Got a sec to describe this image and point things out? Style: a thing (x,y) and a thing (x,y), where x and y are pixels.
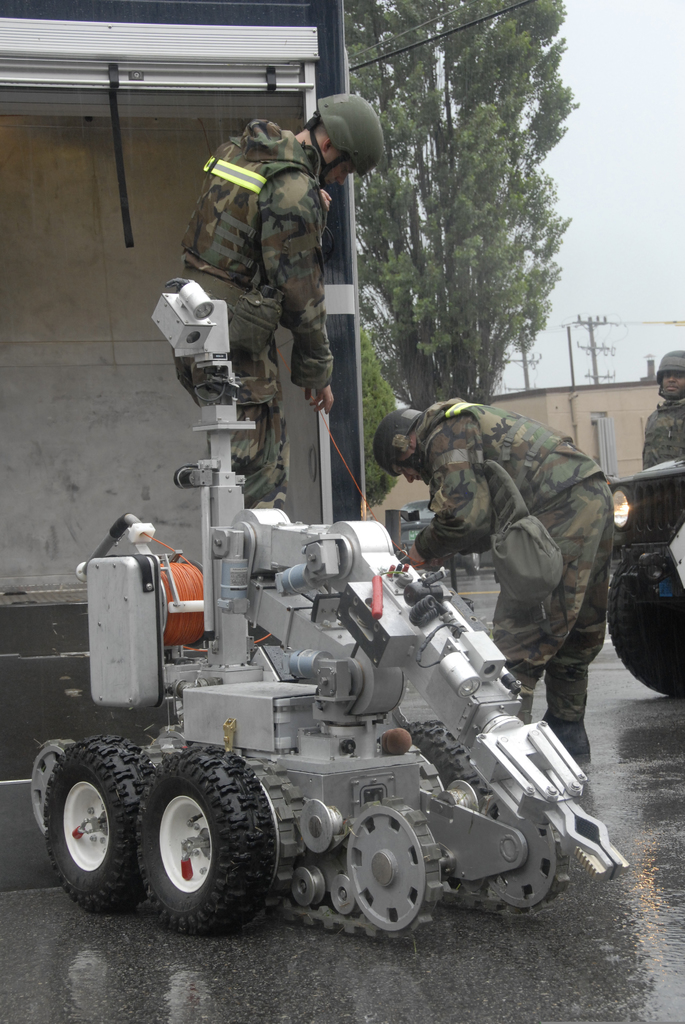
In the image we can see there are people (427,414) wearing army clothes (474,509) and helmets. Here we can see a metal object (298,726) with tires (160,798). We can see the road (446,973) is wet and we can even see trees (452,258), electric pole (569,340) and the sky (626,145). It looks like it's raining.
